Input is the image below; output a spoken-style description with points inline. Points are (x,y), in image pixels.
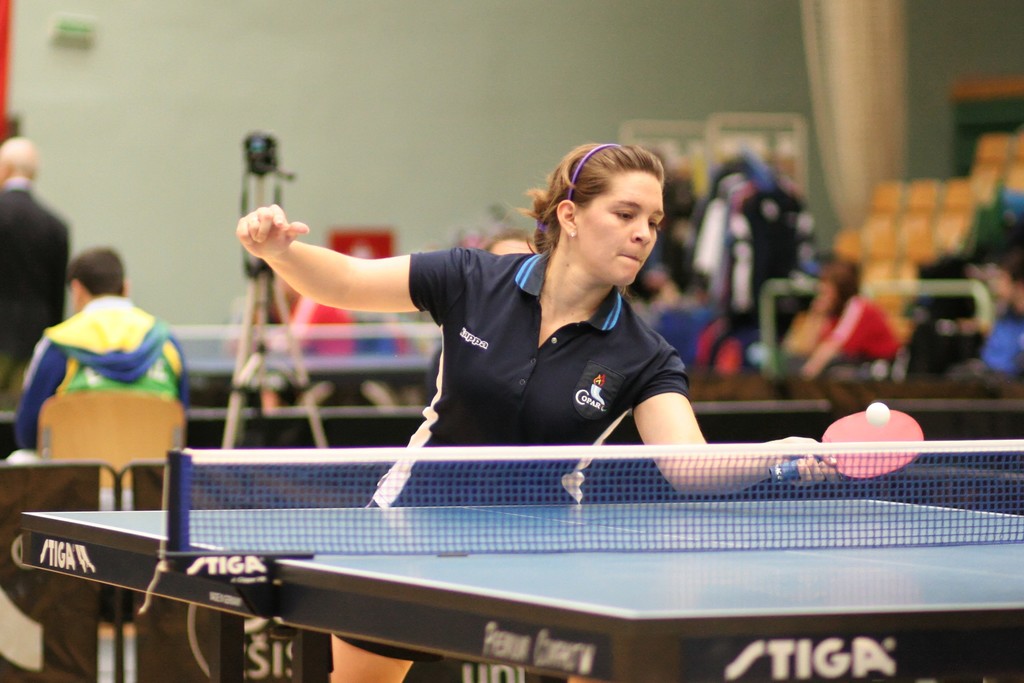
In this image I can see a woman (633,357) is playing the table tennis, she wore black color t-shirt (582,378). In the middle (420,452) it is the net (566,522), on the left side (160,393) a person (121,386) is sitting, this person (135,383) wore coat (122,381). At the top (425,123) it is the wall (464,133).
